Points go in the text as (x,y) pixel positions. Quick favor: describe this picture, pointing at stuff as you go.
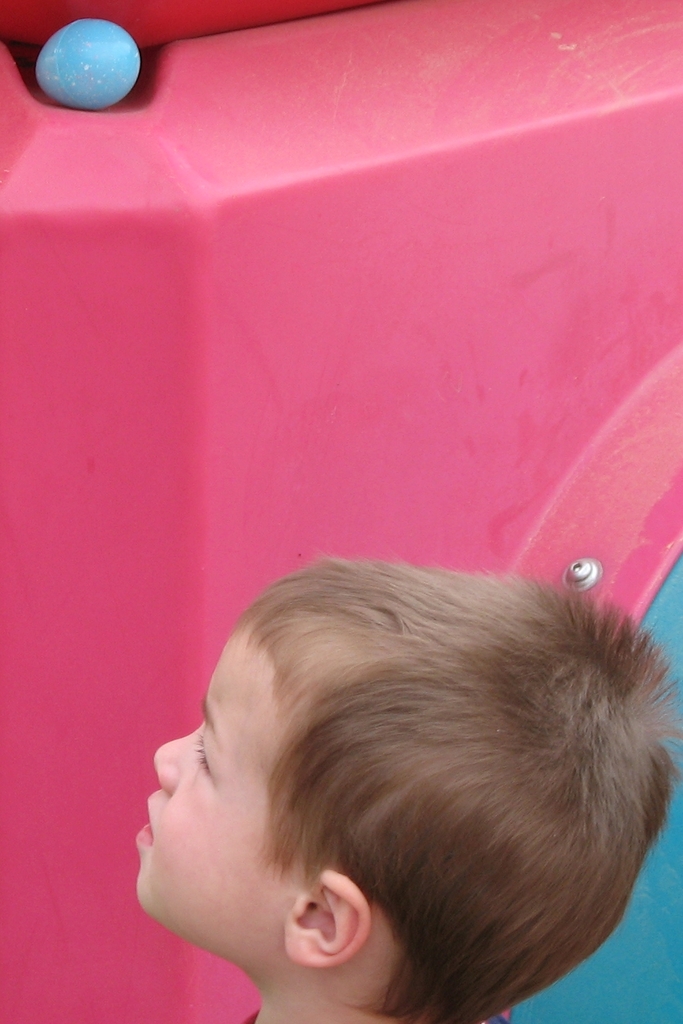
In this image we can see the face (214,723) of a kid (342,914) and in the background of the image (364,220) there is something which is in pink and blue color.
